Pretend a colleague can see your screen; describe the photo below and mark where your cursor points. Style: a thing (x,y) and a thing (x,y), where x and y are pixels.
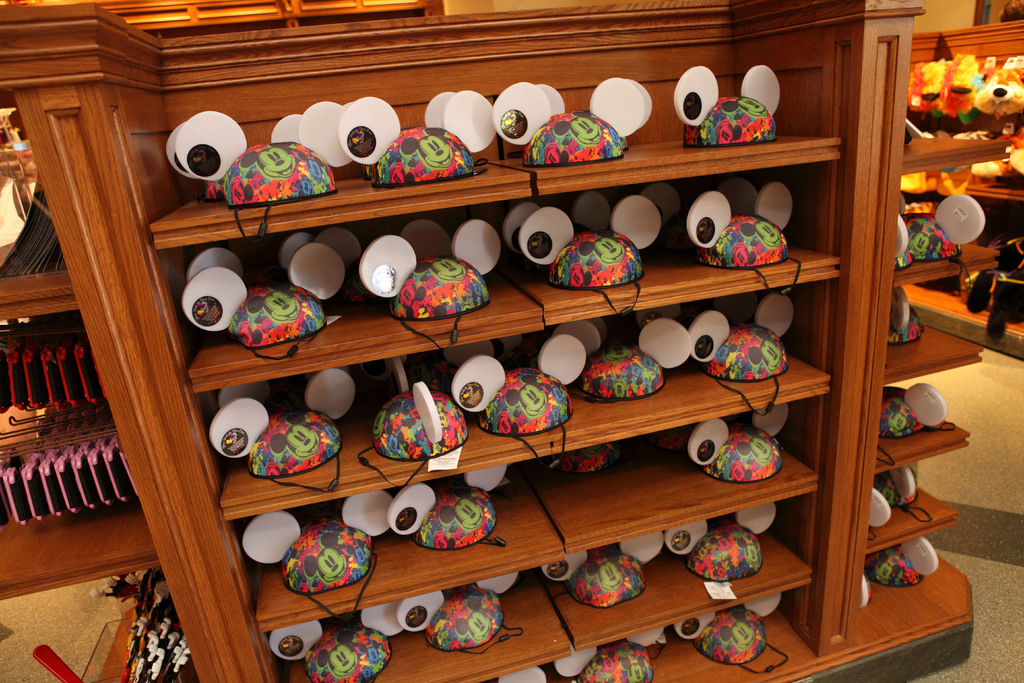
In this picture I can see hats (589,255) in the shape of mickey mouse, which are in the racks (388,334), and in the background (207,0) there are some objects (945,74).
